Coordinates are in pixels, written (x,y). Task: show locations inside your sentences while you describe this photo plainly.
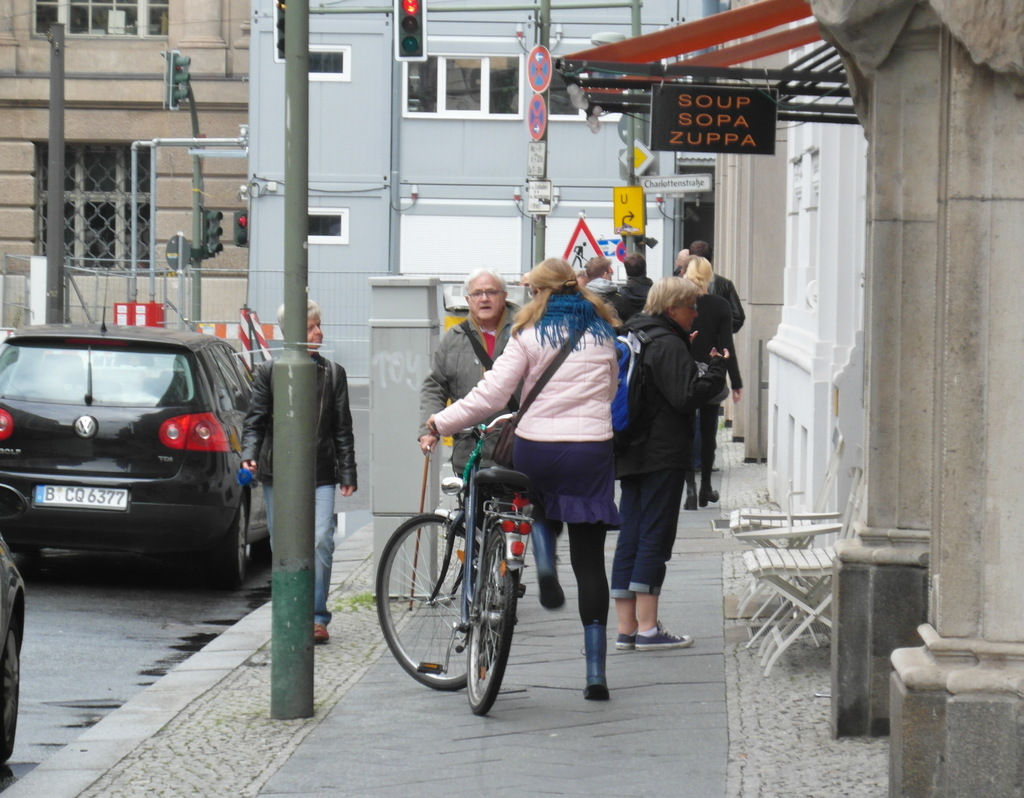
people (598,423) are walking on a walk way (551,658). a person (608,511) is holding a bicycle (467,569). at the left (121,492) there are cars (90,546) on the road (104,593). at the right (875,325) there is a building (850,470) and chairs (775,565). above that soup sopa zuppa named shop (723,105) is present. at the back (403,102) there are buildings (223,174).
